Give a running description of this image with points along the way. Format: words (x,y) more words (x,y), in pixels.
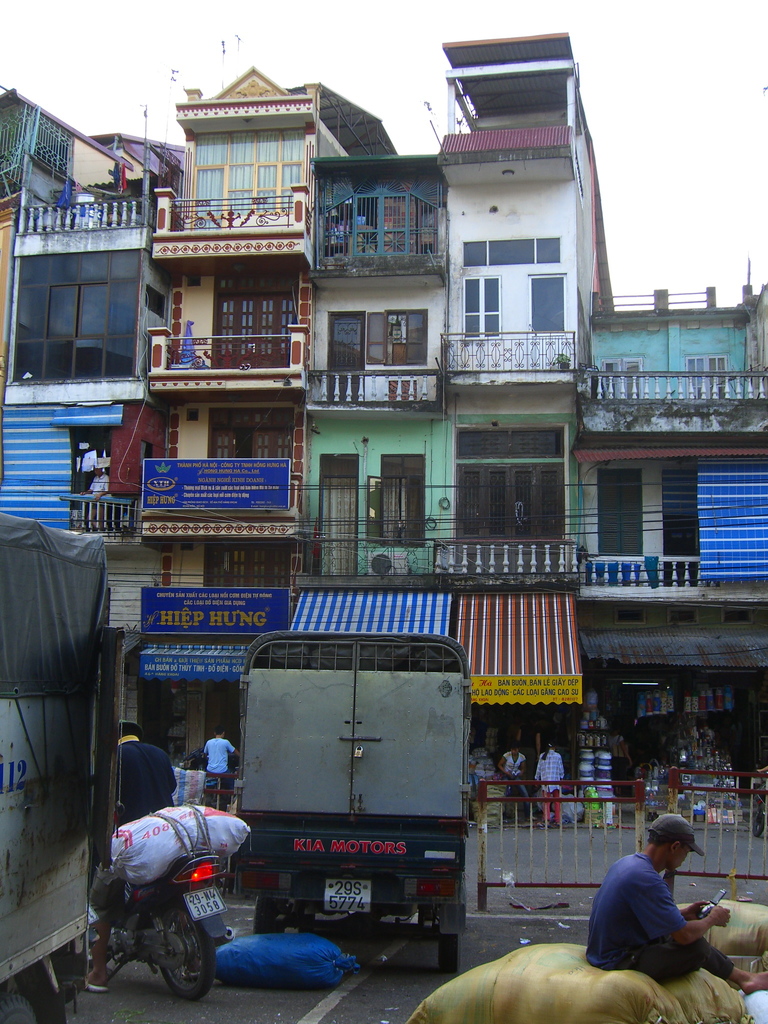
Here we can see few buildings (402,361). These are hoarding boards (270,611) and these are stores (533,718). Here we can see vehicles (262,834) on the road (238,1011). We can see one man (704,964) wearing a blue colour t shirt (652,884), wearing a cap (687,837) sitting on a yellow colour bag (589,1009). At the top of the picture (442,27) we can see sky (402,105).
